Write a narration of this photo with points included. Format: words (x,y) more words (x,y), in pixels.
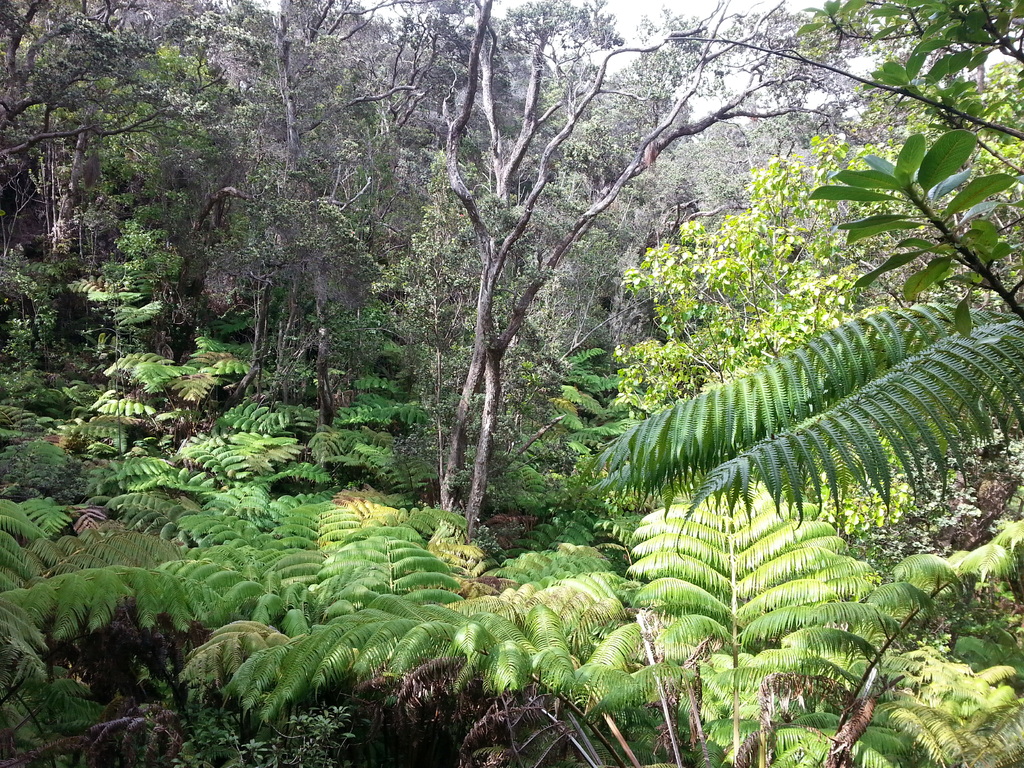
In this image we can see plants (541,625) and trees (611,33). At the top of the image (637,28), we can see the sky (637,28).
